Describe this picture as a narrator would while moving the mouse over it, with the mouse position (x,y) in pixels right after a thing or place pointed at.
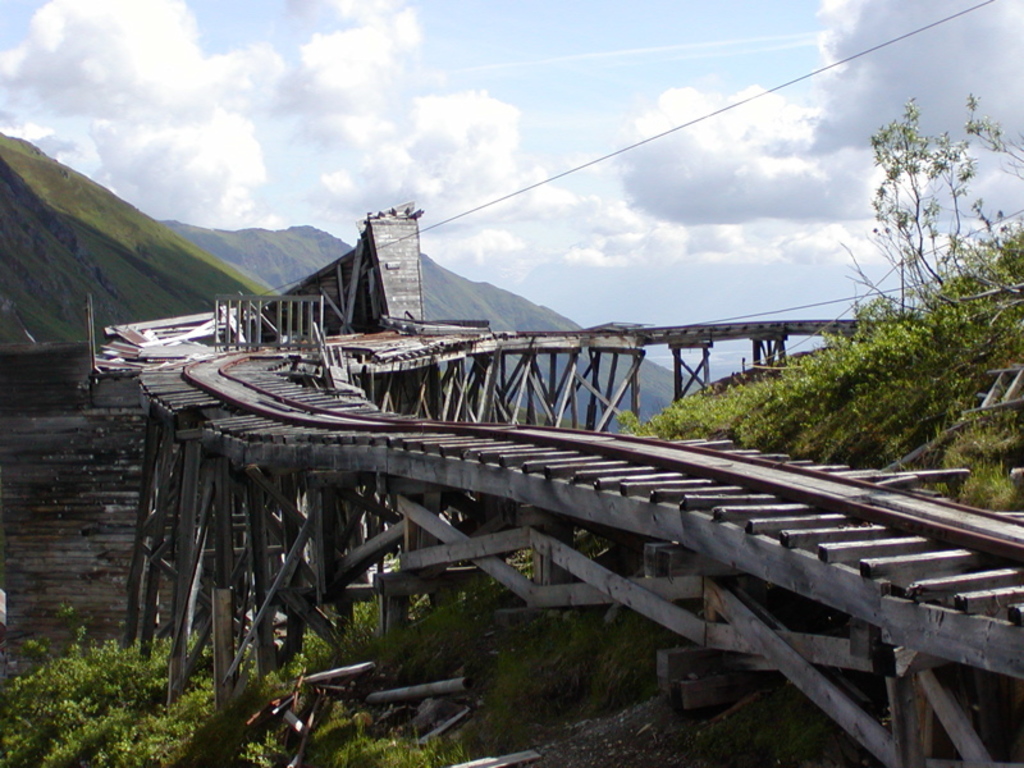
In this image, we can see a bridge (508,465). There are hills (224,279) on the left side of the image (166,273). There are some plants (944,330) on the right side of the image (951,413). There are clouds (929,56) in the sky (395,151).
